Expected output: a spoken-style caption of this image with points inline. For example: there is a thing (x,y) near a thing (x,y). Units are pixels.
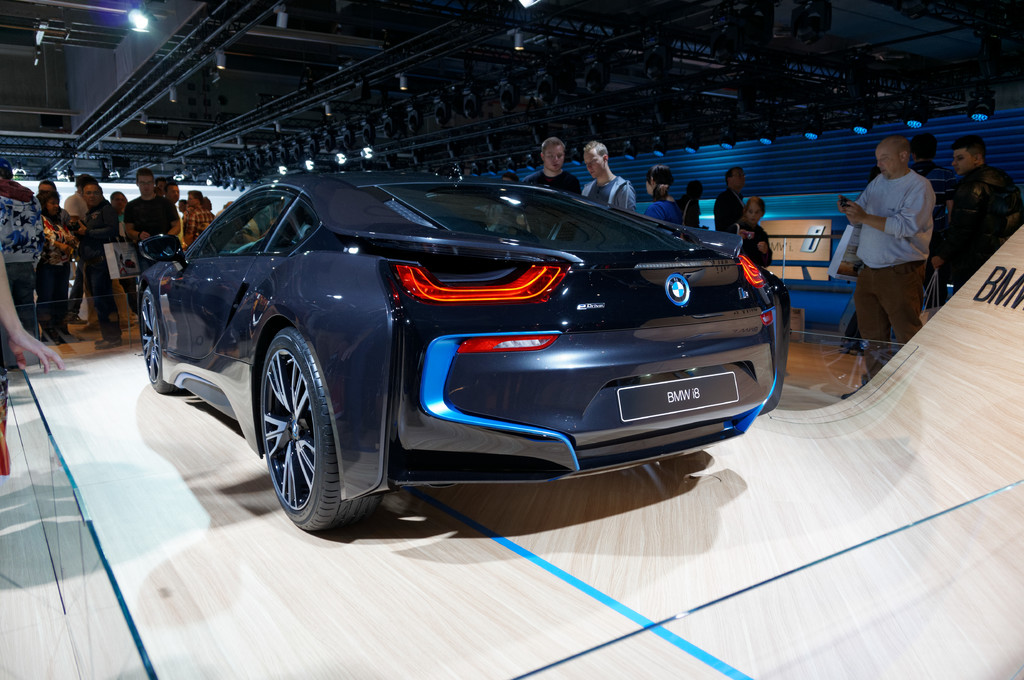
In this image we can see people (2,259), a vehicle (399,216), lights (281,162), boards (781,234) and objects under the shed (547,30). Among them few people (890,209) are holding objects (135,250). Something is written on the boards (818,234).
